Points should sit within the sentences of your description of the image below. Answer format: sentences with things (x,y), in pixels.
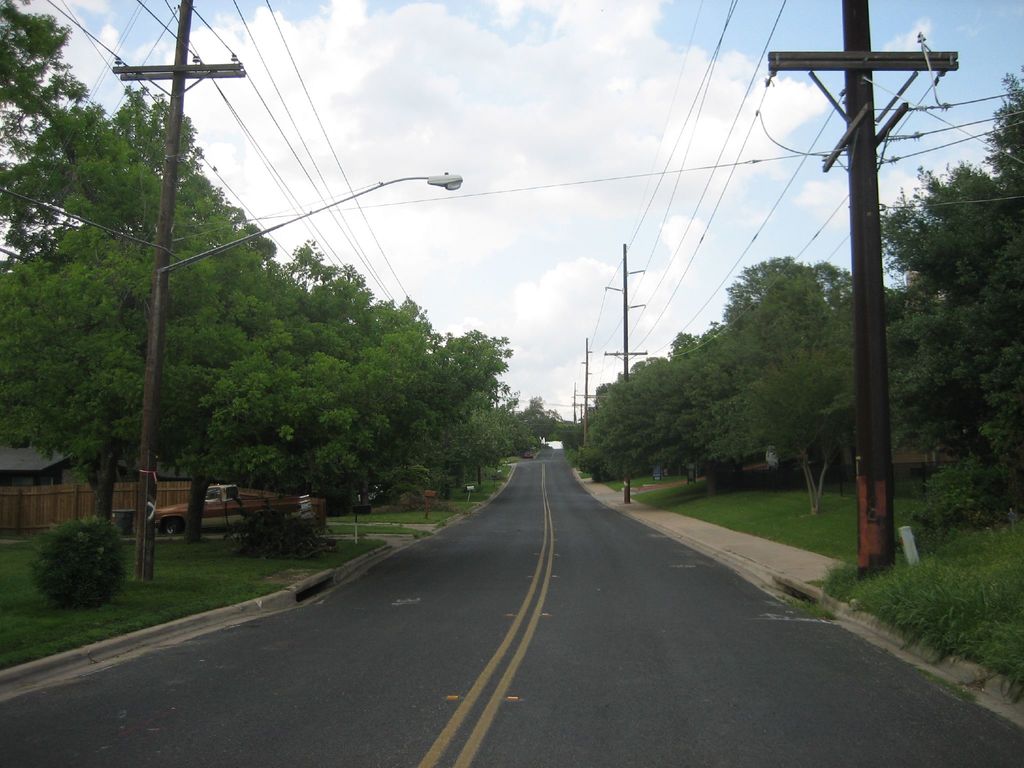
At the bottom of the image (241,667) we can see a road (241,667). In the middle of the image (429,454) we can see some poles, trees (19,322), plants (975,610), vehicles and grass (996,618). At the top of the image (355,102) we can see some clouds (223,142) in the sky (109,75).
